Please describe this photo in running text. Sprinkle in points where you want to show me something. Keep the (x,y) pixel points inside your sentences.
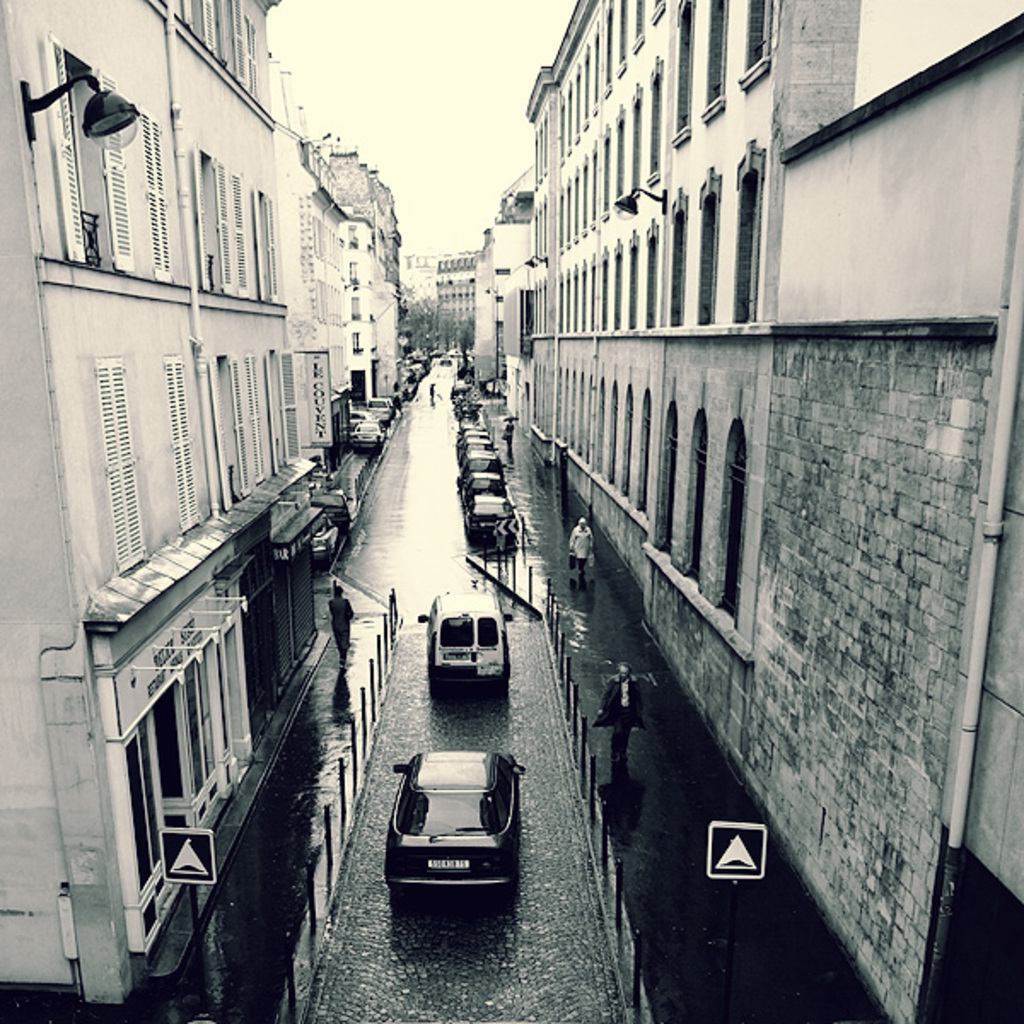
This is a black and white pic. We can see vehicles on the road (384,865), windows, few persons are walking on the road (468,711), buildings (395,242), lights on the walls (110,509), doors (157,874), sign board poles (200,860) and sky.
